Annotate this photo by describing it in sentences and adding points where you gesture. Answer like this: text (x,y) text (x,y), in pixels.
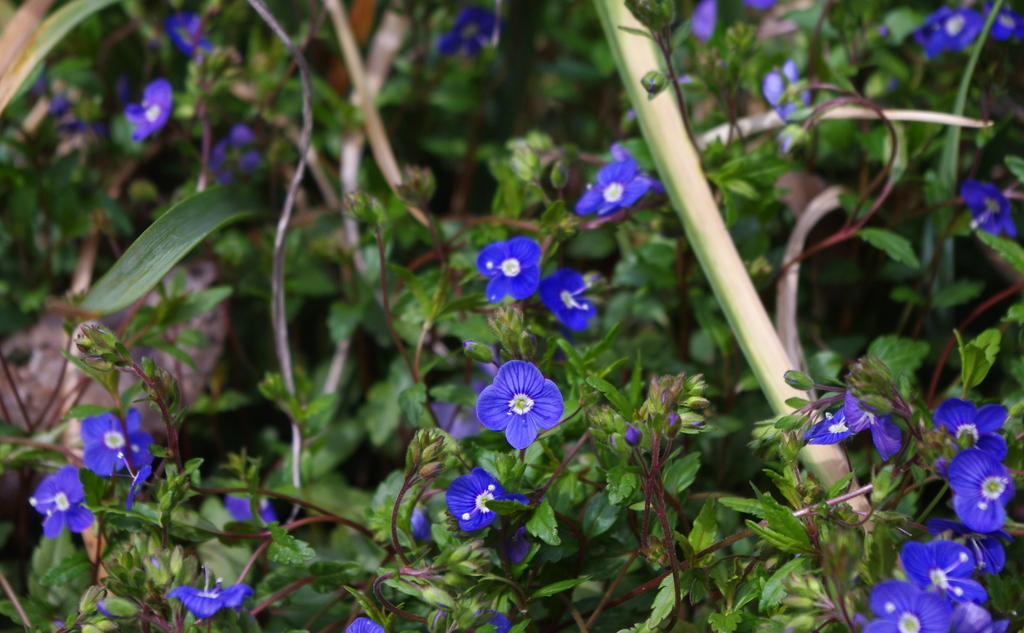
In this image there are many plants (509,441), flowers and leaves (609,472).
